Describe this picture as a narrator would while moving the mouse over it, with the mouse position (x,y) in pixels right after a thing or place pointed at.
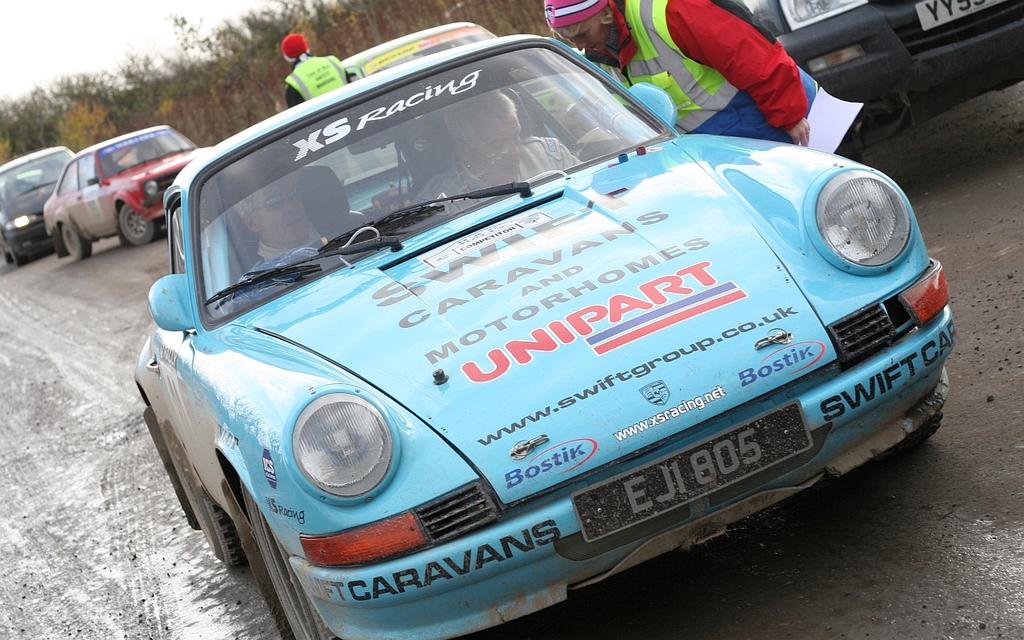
In this image in the foreground (572,139) there is one car (292,166) in the car (433,132) there are two people (492,151) sitting, and one person (674,78) is standing beside the car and the person (693,36) is holding papers (830,111) and at the bottom (99,512) there is road (961,429). In the background (881,108) there are vehicles (1,196) and some trees (203,60).
